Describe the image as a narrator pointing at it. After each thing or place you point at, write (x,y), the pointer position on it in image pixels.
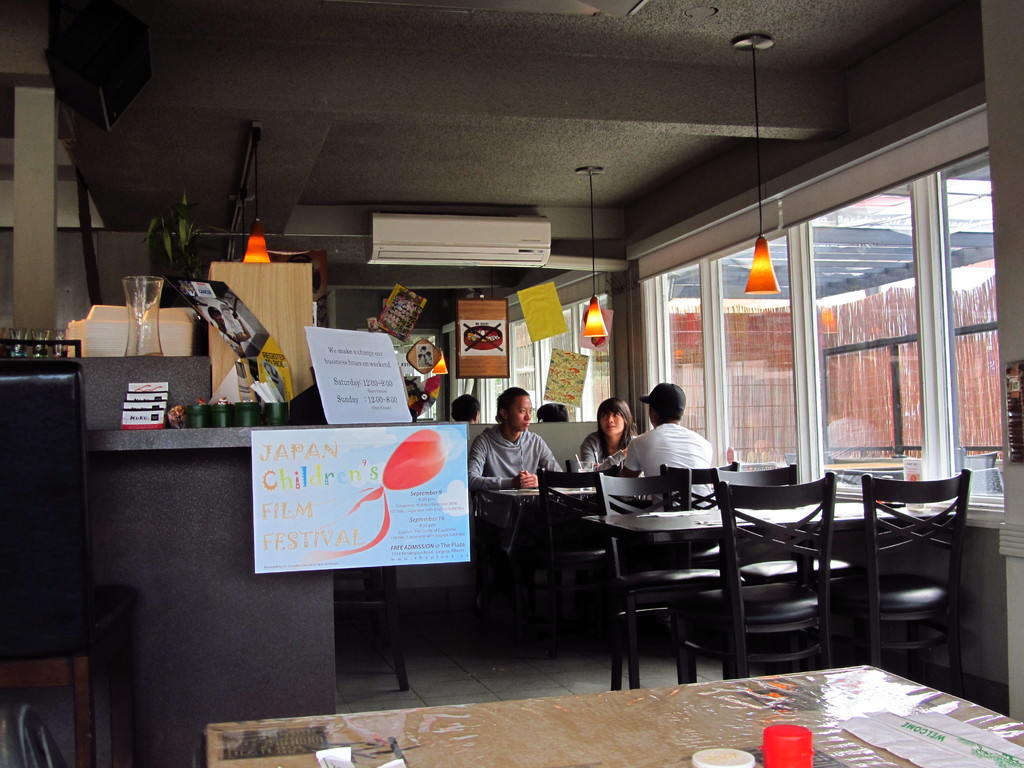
At the top (596,101) we can see ceiling (584,131) and lights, air conditioner (383,231). Here we can see few persons (508,445) sitting on chairs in front of a table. We can also see few empty chairs (812,528) and tables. This is a floor (450,657). Here on the table (188,450) we can see boxes (282,298), boards (292,491) and also glasses (22,330). Through these window glasses (843,391) we can see outside view (857,395).
